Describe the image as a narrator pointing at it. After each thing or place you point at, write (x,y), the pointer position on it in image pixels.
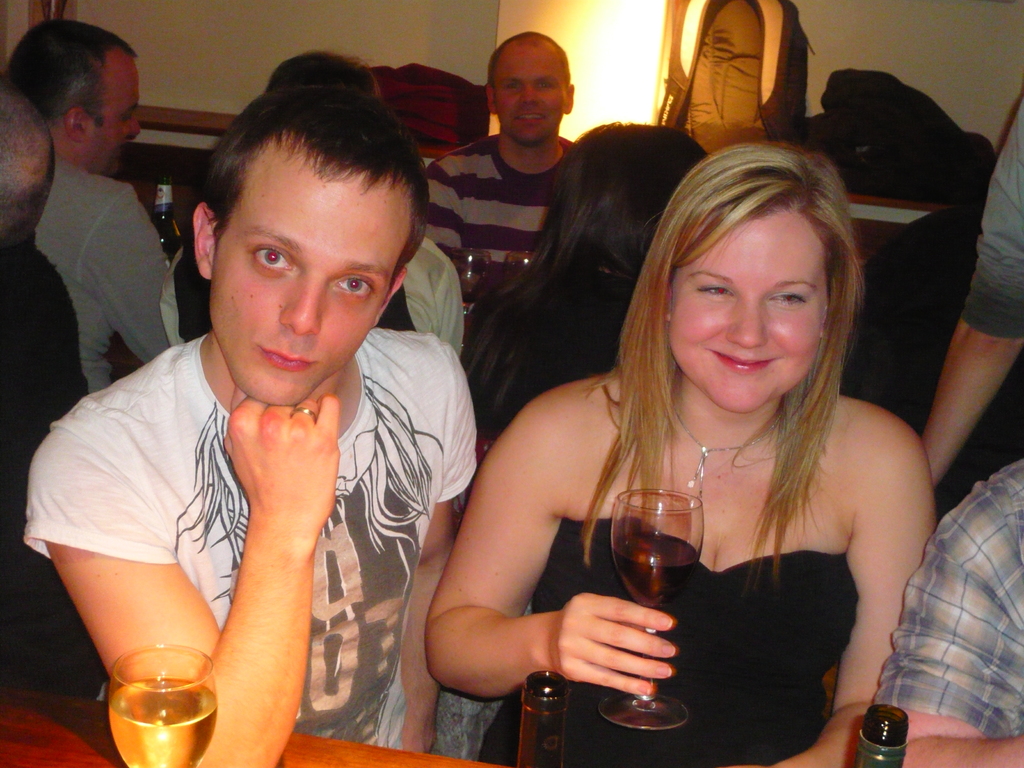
In this image I can see number of people (534,70) where a woman (592,587) is holding a glass (674,711). I can also see a smile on her face (716,378).
